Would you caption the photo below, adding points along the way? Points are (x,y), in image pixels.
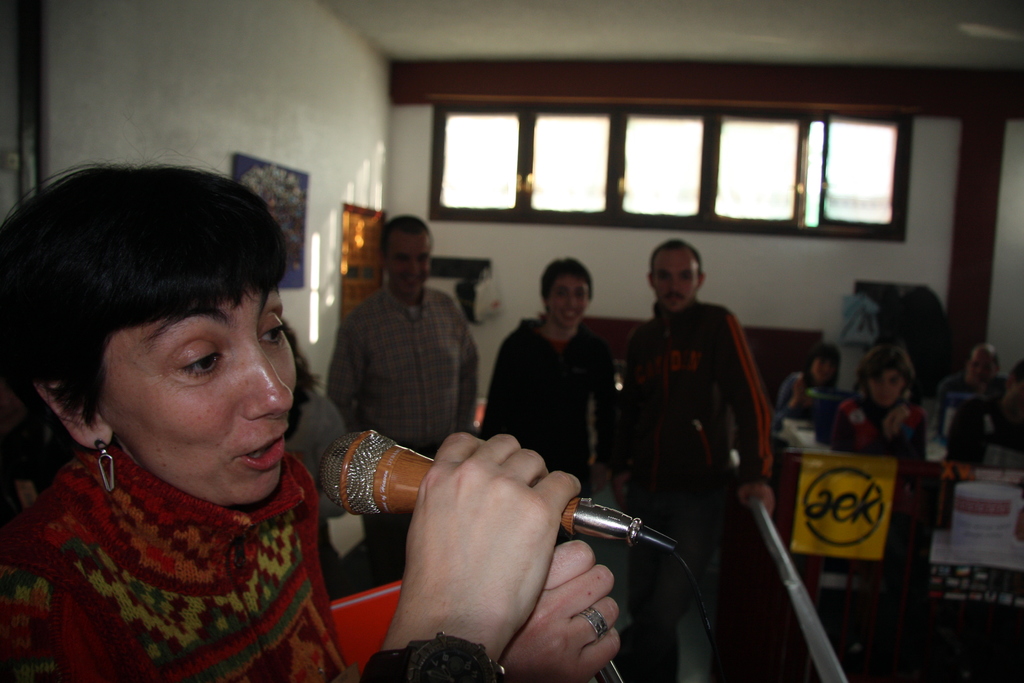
This image is clicked in a room (842,285). There are Windows (621,133) on the backside (641,214), there are some people (831,447) sitting on the right side (946,450). There are three people (693,398) standing in the middle (381,351). One woman (197,281) who is standing on the left side (147,466) is holding mic (415,499) in her hand (515,582). There are photo frames (276,207) on the wall (319,216).
